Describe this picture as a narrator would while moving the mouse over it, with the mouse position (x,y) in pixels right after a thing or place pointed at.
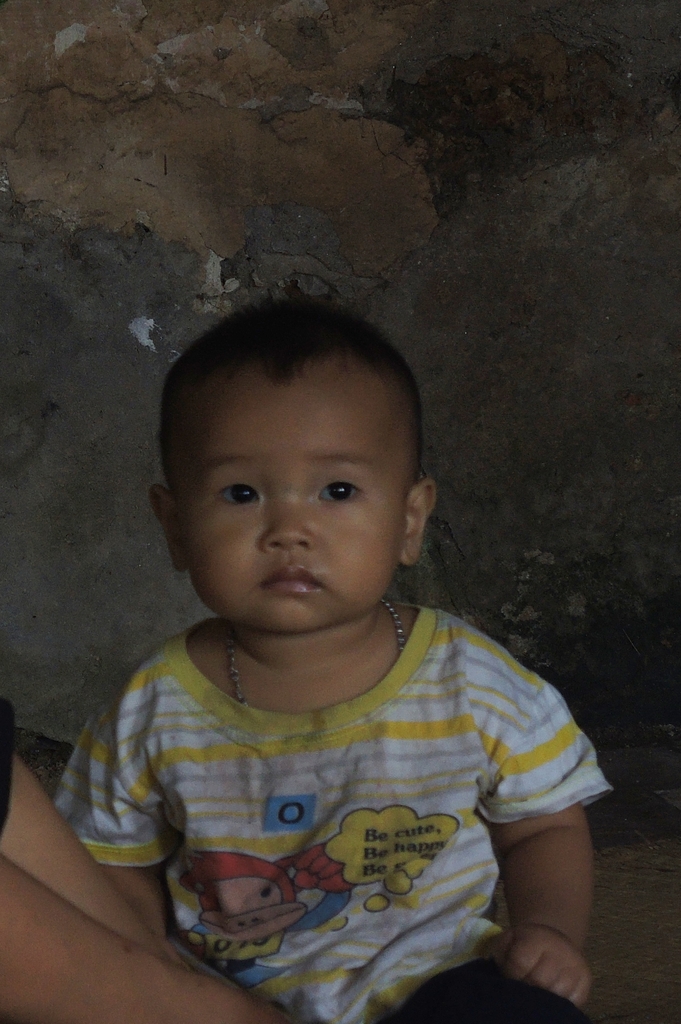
In the foreground of this image (155,738), there is a kid (353,765) sitting on the floor (636,972). On the left bottom (31,873), there are hands (25,847) of a person (62,840). In the background (180,299), there is a wall (229,241).
